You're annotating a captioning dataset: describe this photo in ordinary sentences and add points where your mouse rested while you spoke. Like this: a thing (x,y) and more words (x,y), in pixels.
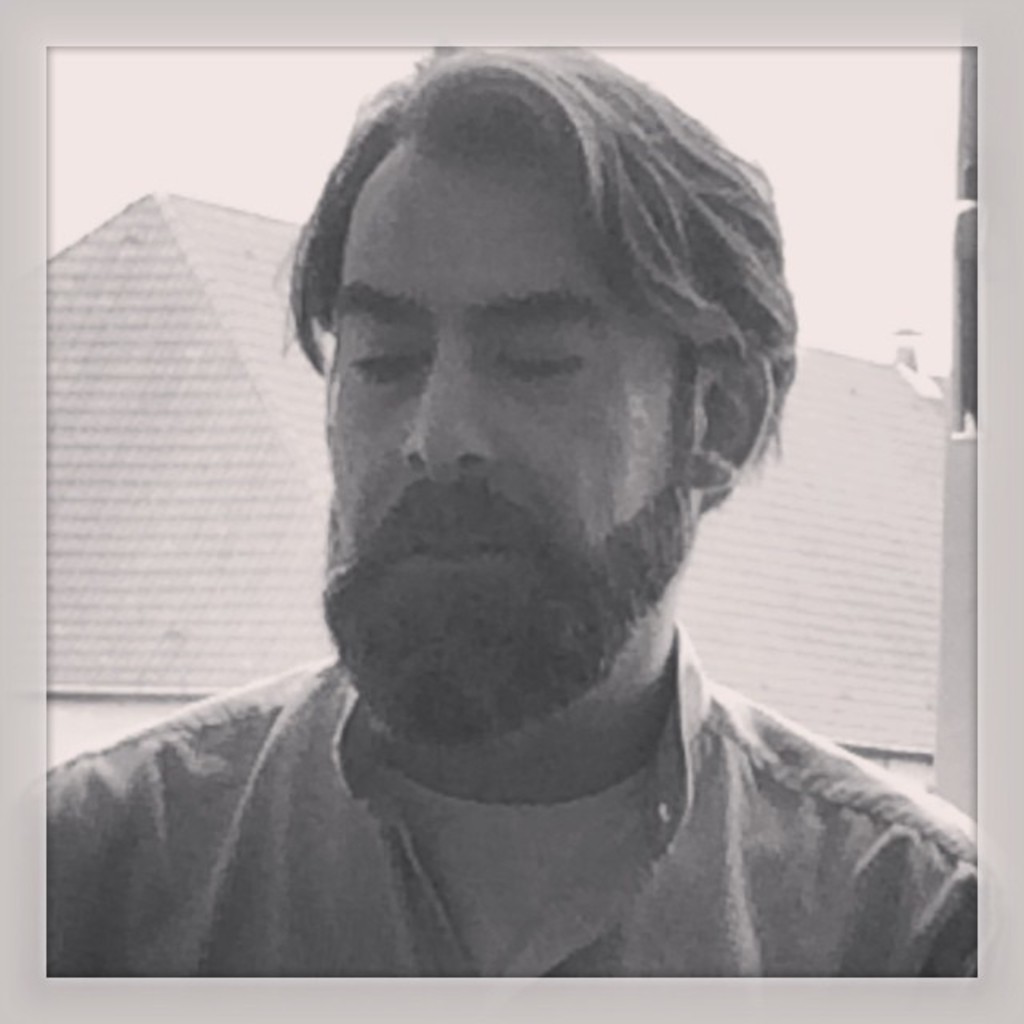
It is a black and white picture. In this picture, we can see a person (572,655). Background (261,558) there is a houses (305,573) and sky (901,140).
